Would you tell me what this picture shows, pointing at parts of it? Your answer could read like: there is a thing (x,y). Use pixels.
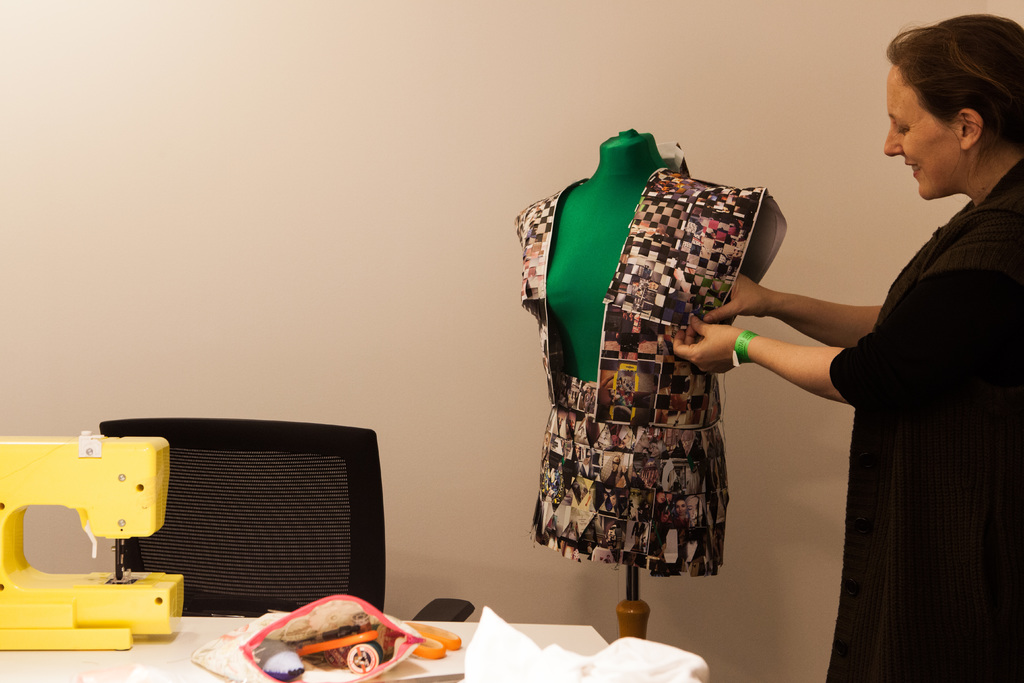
In this picture we can see a woman (965,399) is standing and smiling, there is a mannequin (692,408) in the middle (638,434), at the left bottom (217,555) we can see a chair (243,576) and a table (198,635), there is a sewing machine (143,618), a bag (416,640) and a cloth (490,652) present on the table (462,646), in the background (396,172) there is a wall (371,118).
